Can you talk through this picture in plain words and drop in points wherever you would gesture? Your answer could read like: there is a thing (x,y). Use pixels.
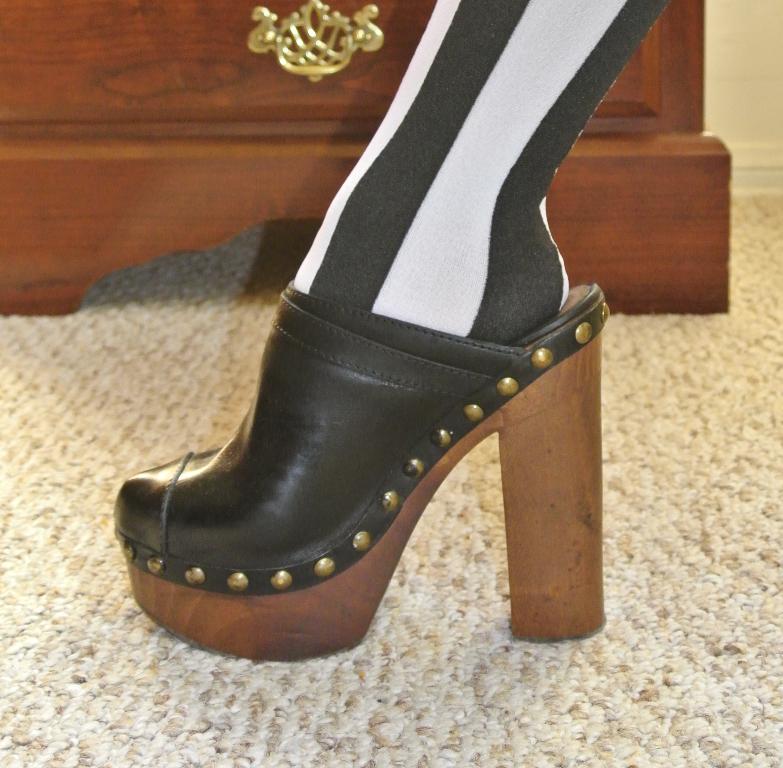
this is a zoomed in picture. In the center (401,462) we can see the leg (523,240) of a person (573,10) wearing heel (405,508). In the background (683,218) there is a wooden object (342,133) and the ground (745,433) is covered with the floor mat (119,549).
